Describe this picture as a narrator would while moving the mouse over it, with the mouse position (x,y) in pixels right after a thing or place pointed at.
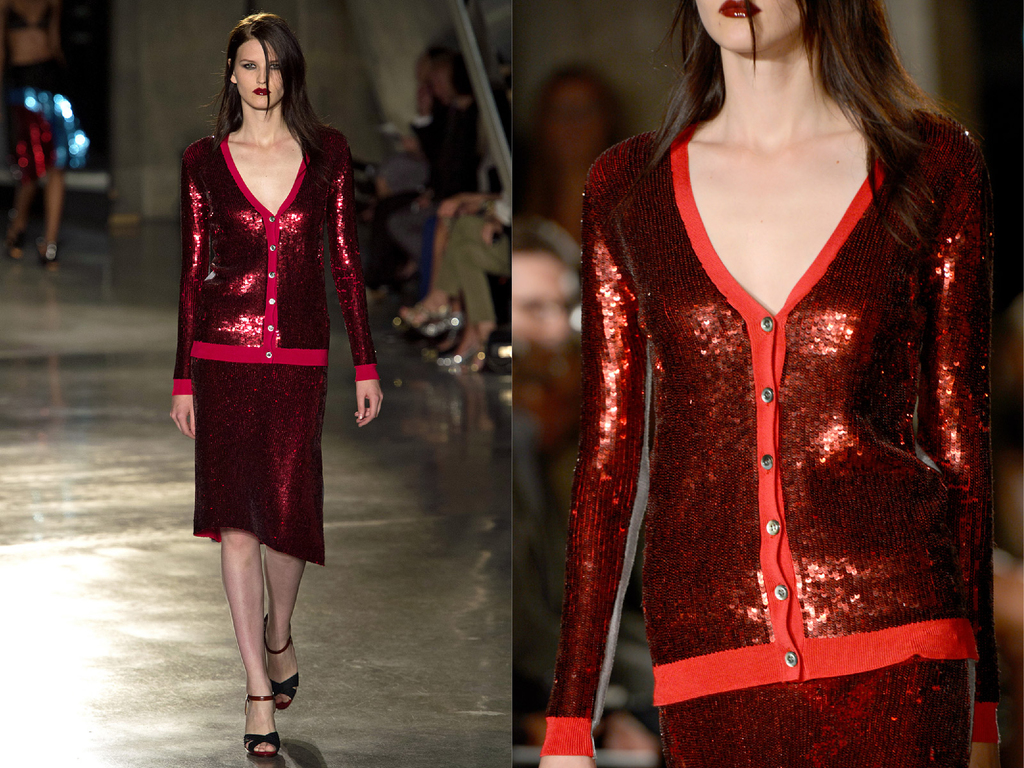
There is a collage image of two similar pictures of a same person (255,283). In this image, we can see a person (292,206) wearing clothes (370,348).
